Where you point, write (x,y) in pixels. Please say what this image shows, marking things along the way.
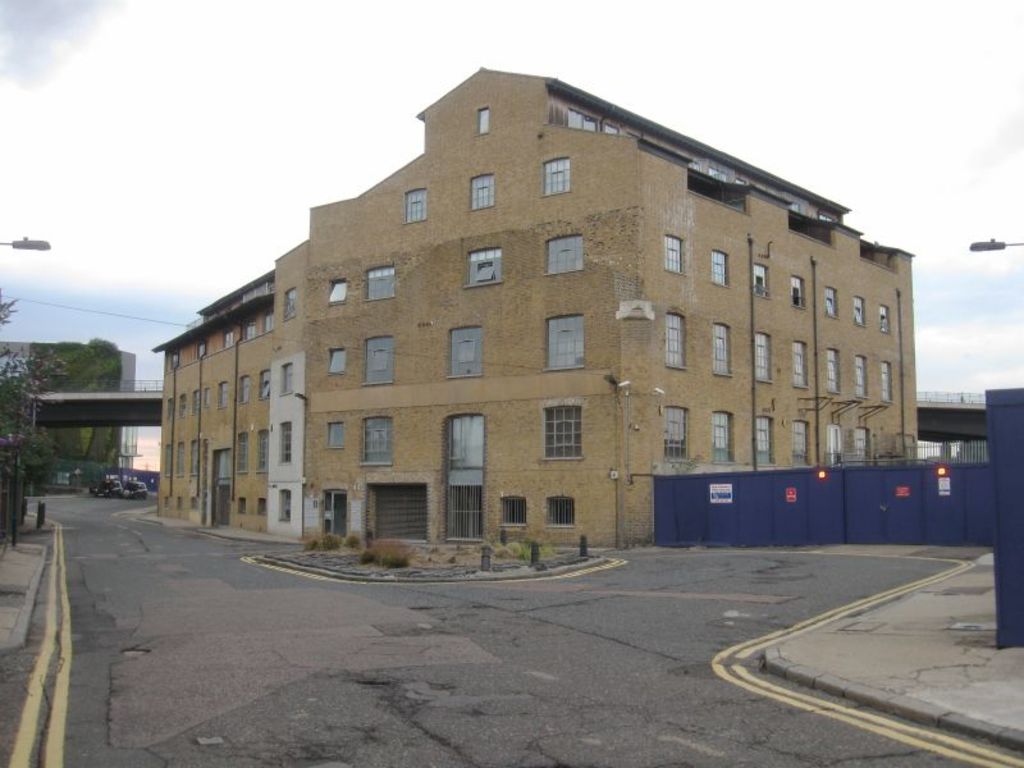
In this image in front (323,691) there is a road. There are plants (379,537). There are buildings (383,362). There are gates (805,490), lights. In the center of the image (478,352) there is a building (868,412). In the background of the image (73,446) there are trees (93,378) and sky (210,117).
